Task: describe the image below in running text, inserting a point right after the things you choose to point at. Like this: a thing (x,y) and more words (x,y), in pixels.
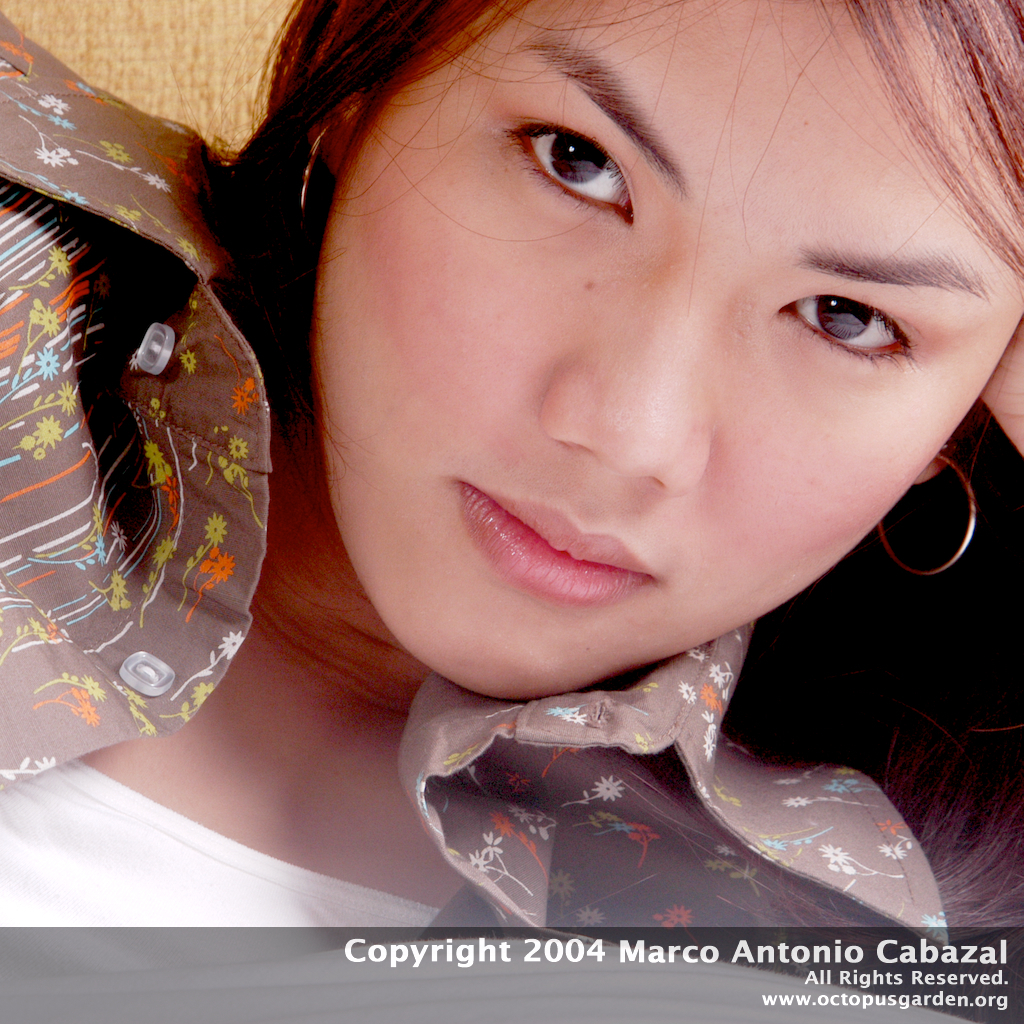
In the picture we can see a face (866,74) of a woman (667,791) with earrings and a shirt (553,885) with some designs (537,855) to it and inside with white T-shirt (11,857).
